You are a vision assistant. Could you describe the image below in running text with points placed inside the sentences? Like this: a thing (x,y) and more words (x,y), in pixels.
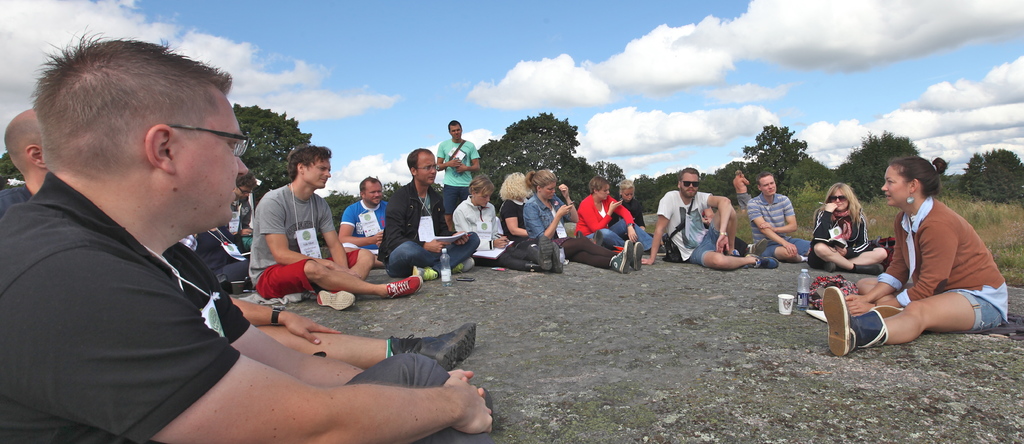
As we can see in the image there are group of people (323,255) sitting, grass (863,210), trees (781,159), sky (735,158), clouds (944,2), glasses (789,310) and bottles (448,262).
